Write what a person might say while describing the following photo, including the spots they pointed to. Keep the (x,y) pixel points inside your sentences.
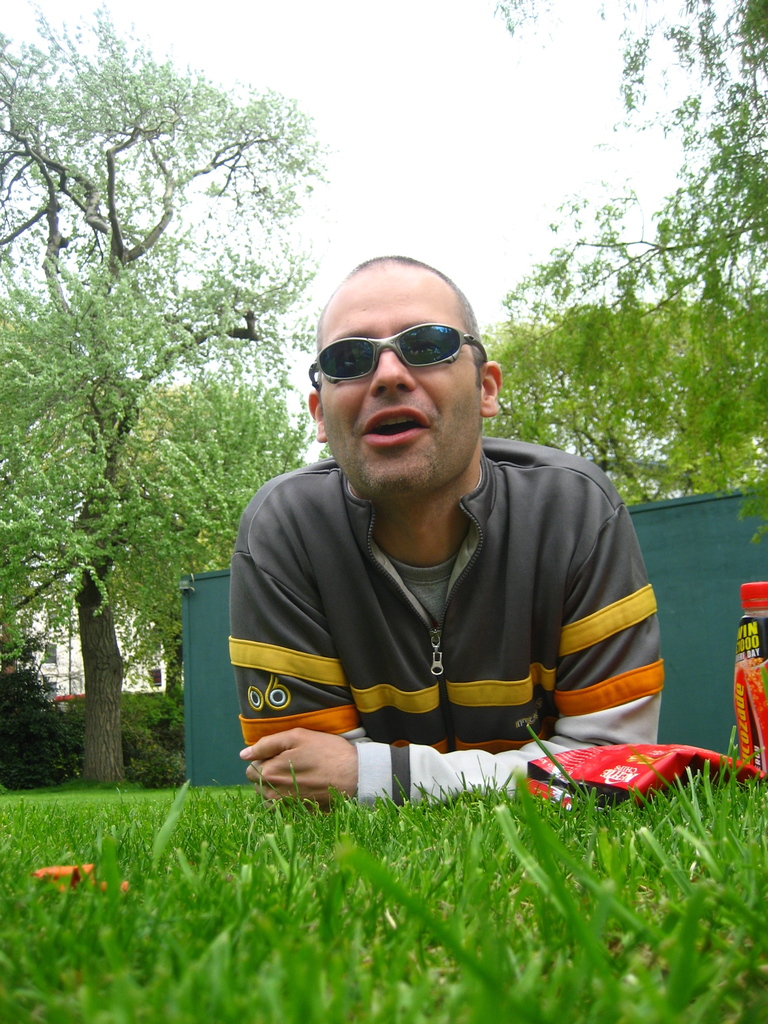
In this image in the center (347,531) there is one person (347,531) who is wearing goggles (416,361), beside him there is a packet (635,758) and bottle (740,698). At the bottom (322,862) there is grass (223,854), and in the background (673,519) there is a container (219,618), trees (176,517), building (61,663). At the top (414,223) there is sky (414,223).
